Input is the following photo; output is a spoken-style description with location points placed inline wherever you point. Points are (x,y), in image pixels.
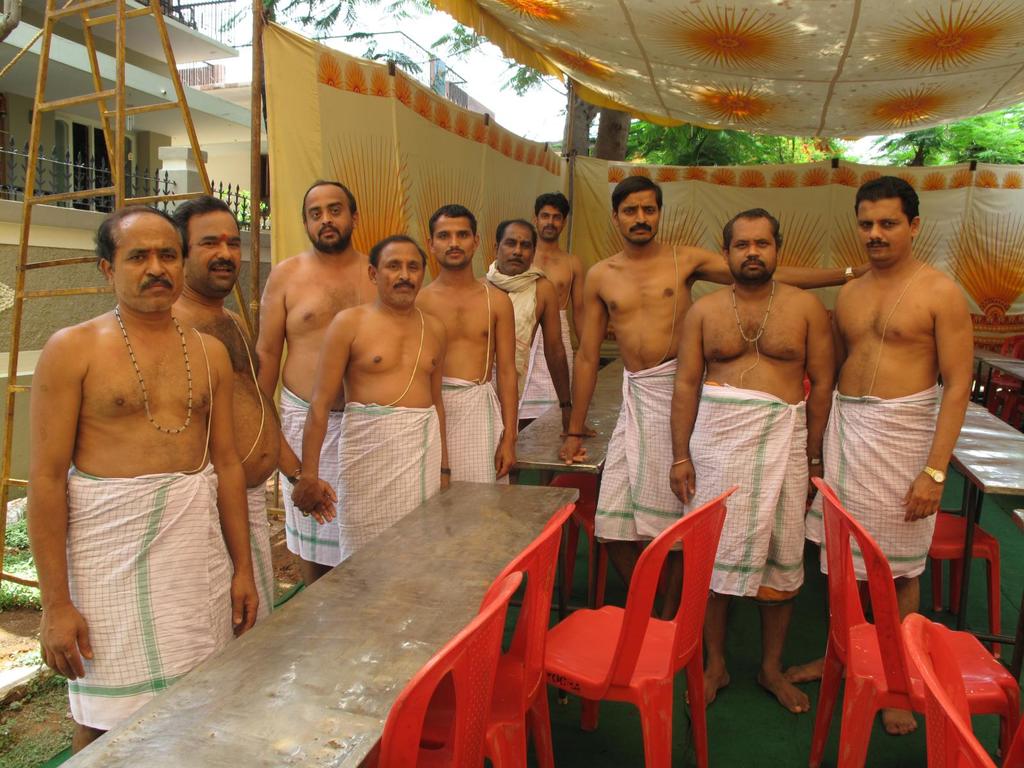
In this image, In the middle (604,424) there are some chairs (898,628) which are in red color and there are some tables (355,722), There are some people (857,350) standing, In the background of the image (385,206), There is a yellow color cloth (634,173), In the top of the image (970,98) there is a yellow color shade (758,57), in the left side of the image (331,684) there is a table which is in grey color.
